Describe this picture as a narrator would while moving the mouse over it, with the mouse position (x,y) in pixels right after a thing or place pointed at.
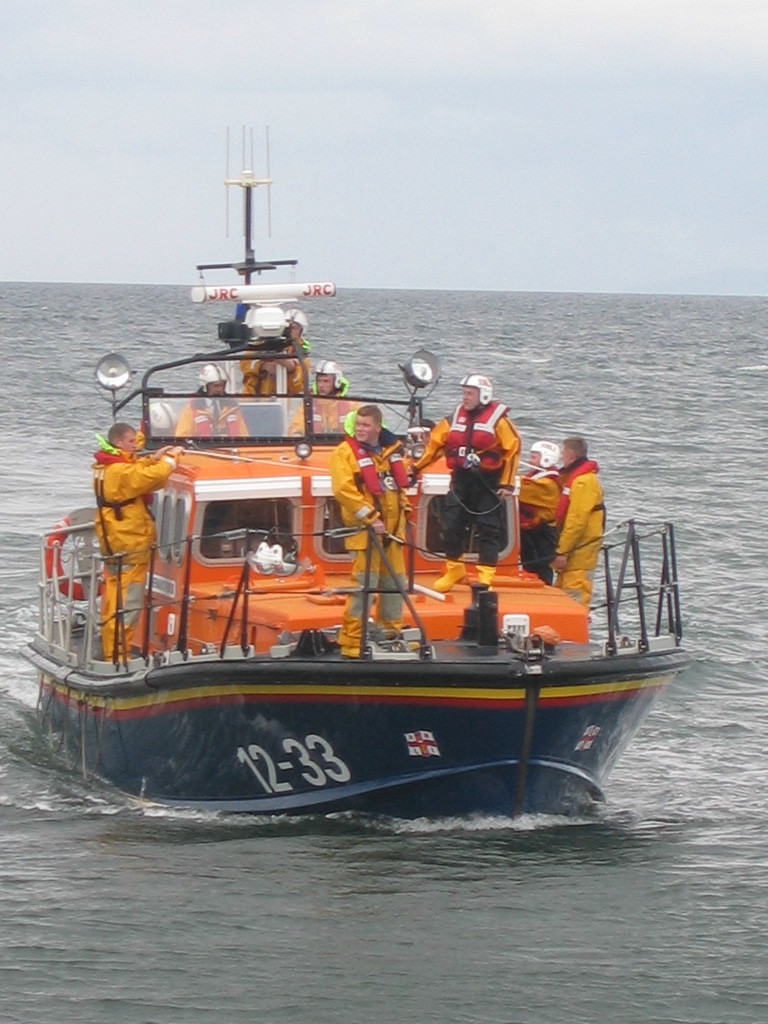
In this image there is a boat (247,653) on the water (251,866). There are a few people (365,523) standing on the boat (312,550). They are wearing life jackets (363,465). At the top (479,87) there is the sky (467,108). At the bottom (660,787) there is the water (87,454).
